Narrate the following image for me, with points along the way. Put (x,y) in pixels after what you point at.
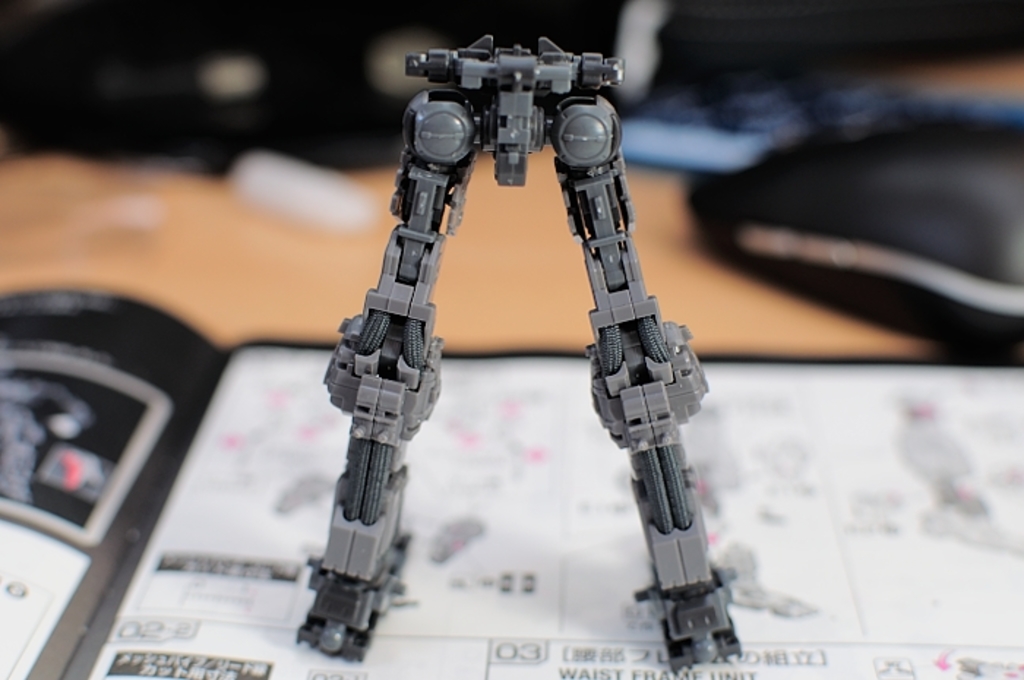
In the foreground of this image (651,406), there is a toy (361,400) like an object (336,541) and it seems it is on a brochure (191,570) and the background (229,116) image is blur.
